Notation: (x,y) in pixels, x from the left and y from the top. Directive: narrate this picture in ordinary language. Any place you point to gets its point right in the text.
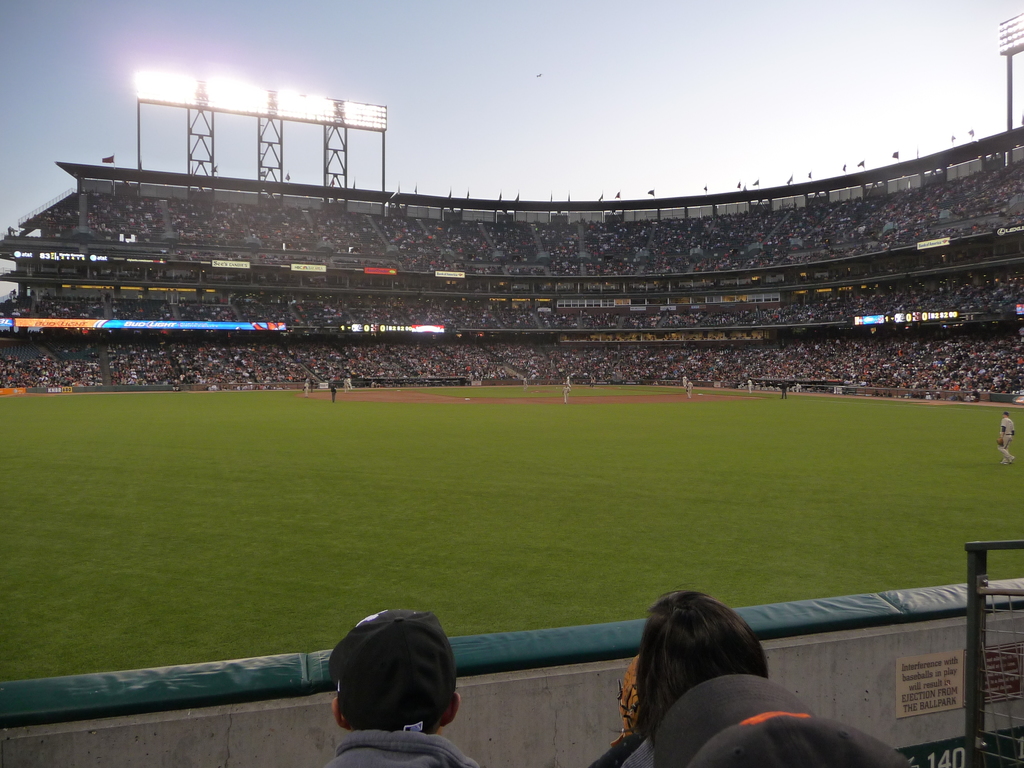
This image is taken in a stadium (447,462). At the top of the image (586,70) there is the sky (115,71). At the bottom of the image (519,710) there are a few people (431,716) and there is a wall (167,709) with a few boards (899,708) on it and there is a text (939,691) on the boards (950,704). On the right side of the image (985,624) there is a mesh (1005,683) and there is a railing (985,645). In the middle of the image (444,486) there is a ground (549,563) with grass (595,432) on it. A few people (305,396) are playing on the ground (958,451). In the background (489,314) many people (953,364) are sitting on the chairs (789,342) and a few (632,268) are standing and there are many boards (217,265) with text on them. There are many lights (311,119). There are a few stands (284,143) and there are a few flags (956,139).
